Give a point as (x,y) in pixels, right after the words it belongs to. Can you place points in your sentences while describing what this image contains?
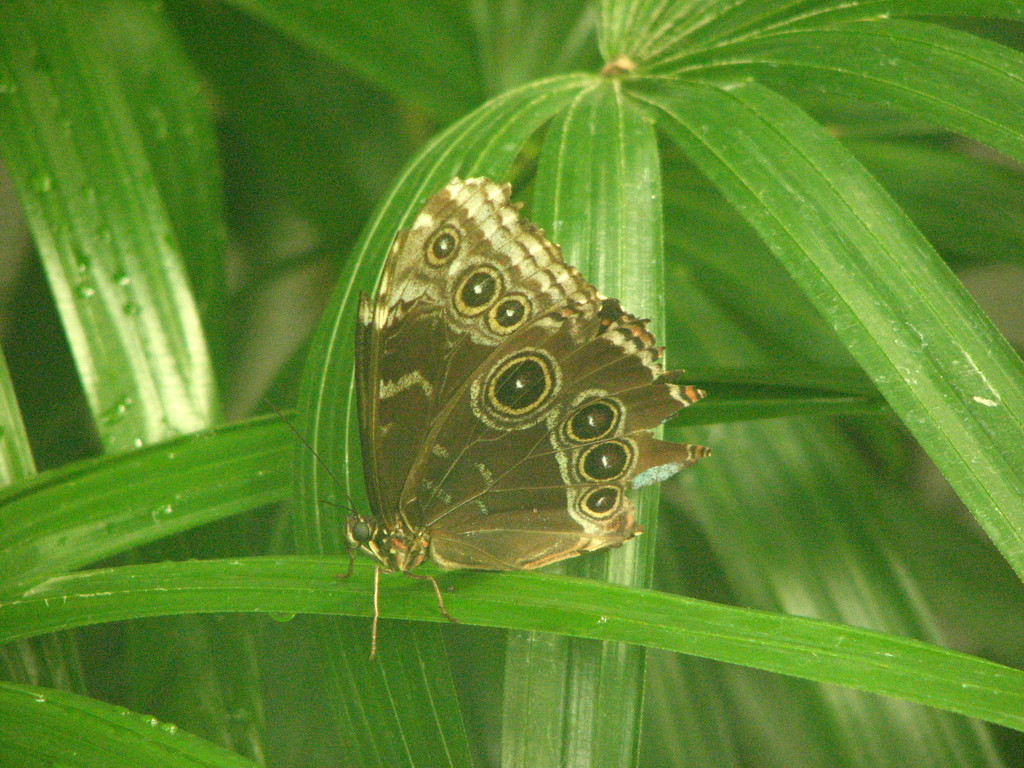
In this picture we can see a butterfly (504,461) and few leaves (577,117).
